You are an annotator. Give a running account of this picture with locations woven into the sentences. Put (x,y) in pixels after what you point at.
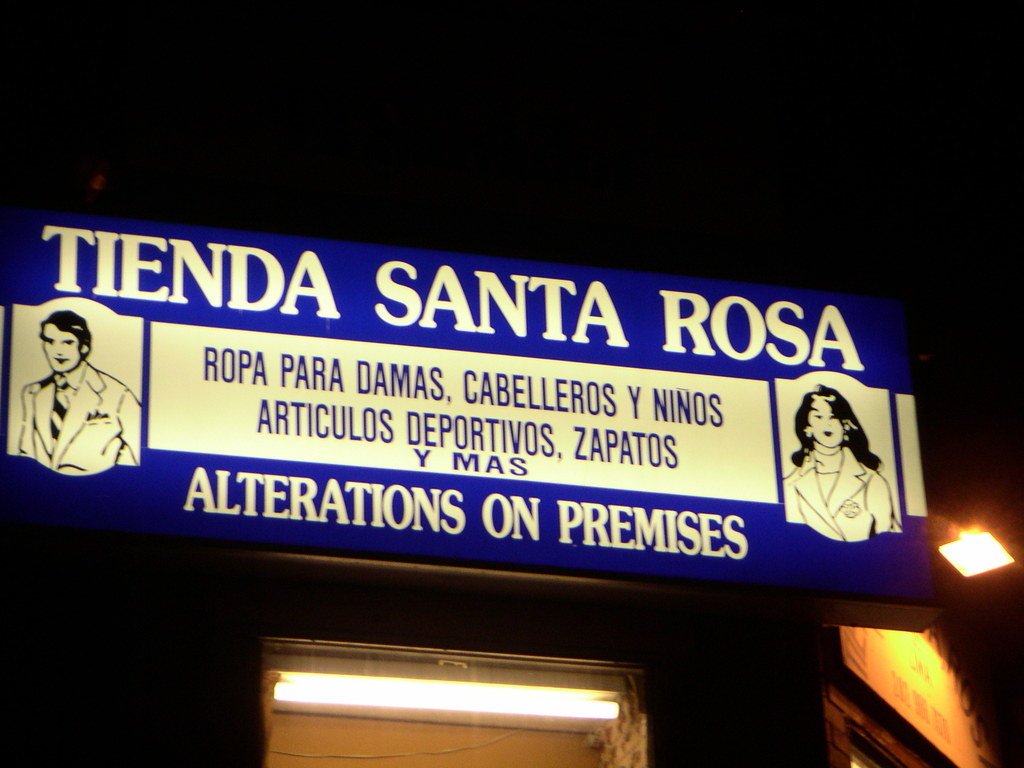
In this picture I can observe blue and white color board (274,436). I can observe some text (340,418) on this board (307,395). In the bottom of the picture (475,705) I can observe a tube light (517,702). The background (743,168) is completely dark.
